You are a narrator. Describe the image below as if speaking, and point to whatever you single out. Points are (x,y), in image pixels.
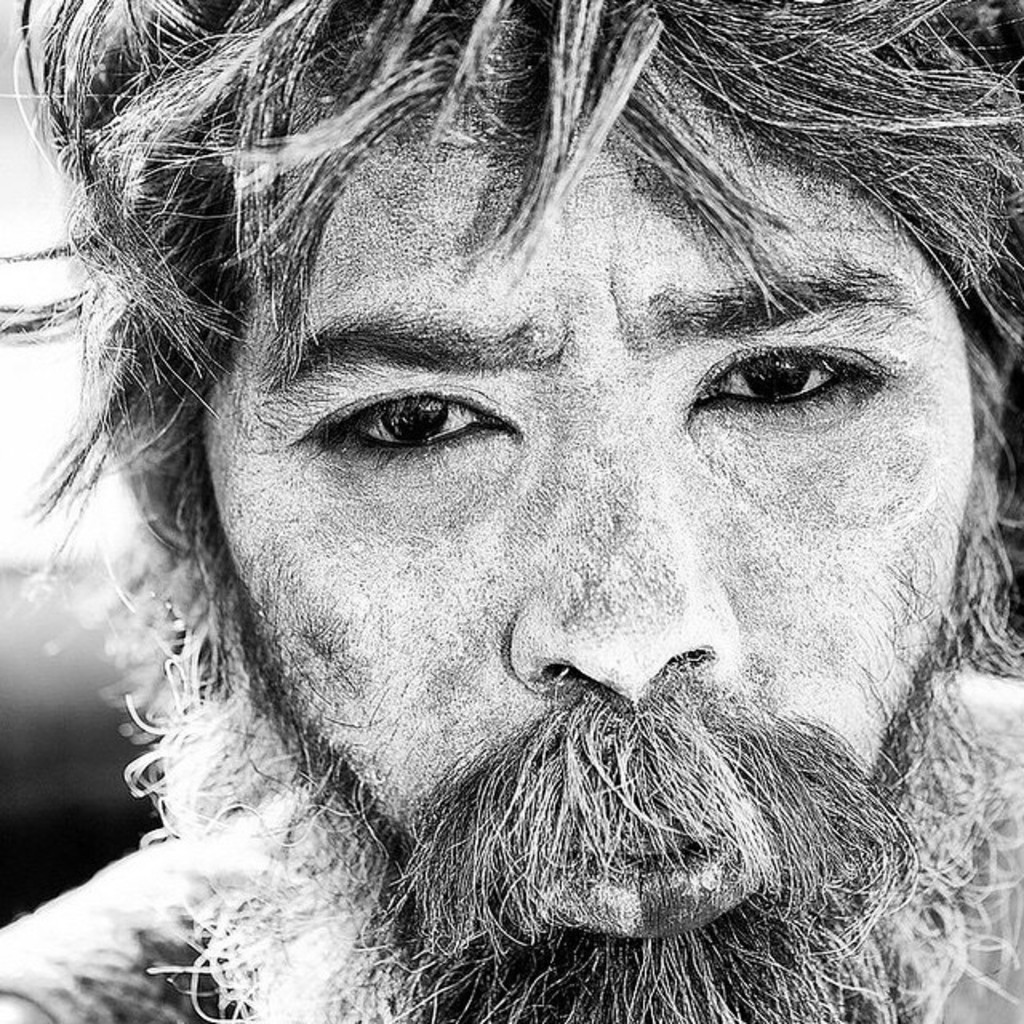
It is a black and white picture. In the center of the image (563,508) we can see a person (682,649). In the background (63,643), we can see it is blurred.
